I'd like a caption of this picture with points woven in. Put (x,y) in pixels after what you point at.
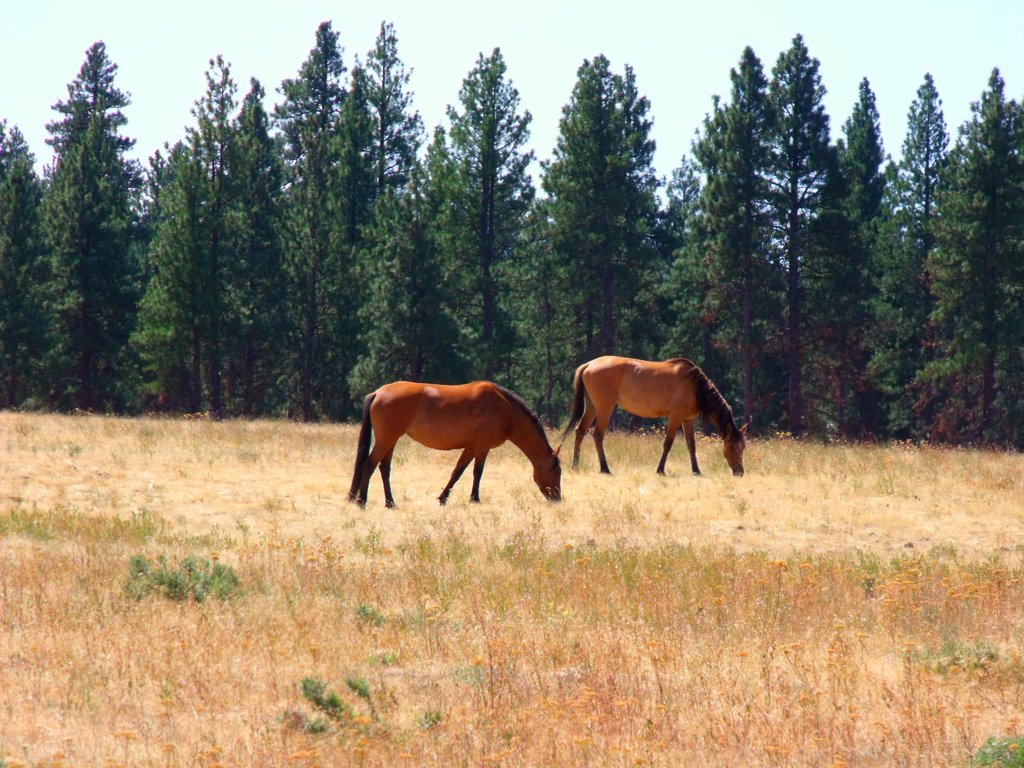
In this image we can see two horses (741,463) eating grass (434,507) on the ground (433,551), some trees (145,230) in the background (251,279), at the top (968,41) there is the sky (988,44), some bushes (223,579) and grass (402,489) on the ground (980,533).
